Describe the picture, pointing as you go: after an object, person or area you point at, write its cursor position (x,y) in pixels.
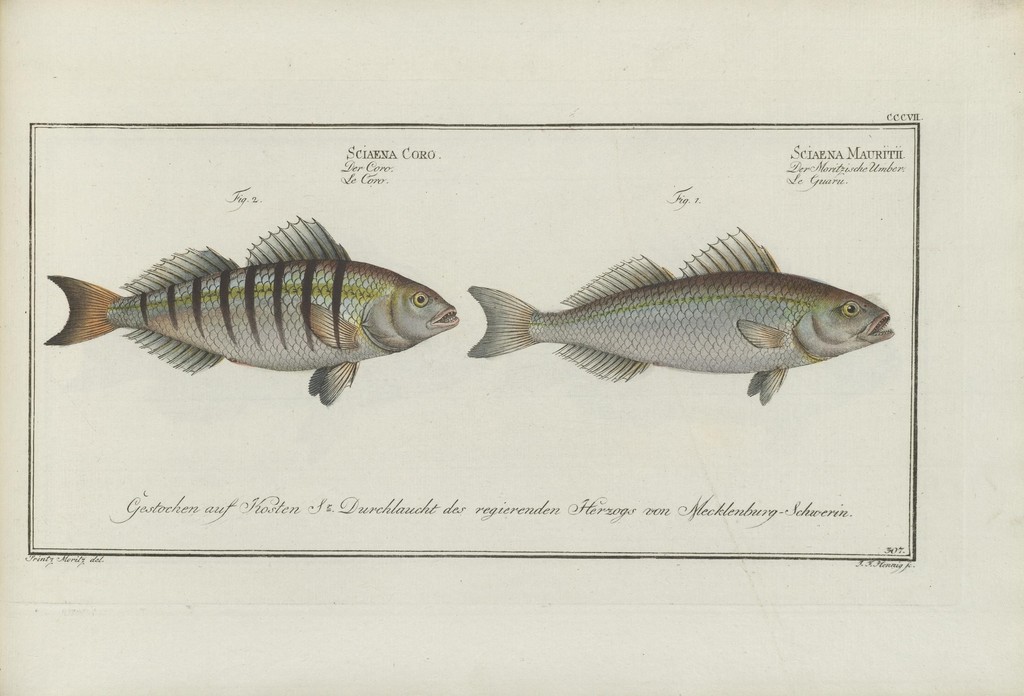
In this picture we can see depictions of fish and some information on a paper (651,616).
